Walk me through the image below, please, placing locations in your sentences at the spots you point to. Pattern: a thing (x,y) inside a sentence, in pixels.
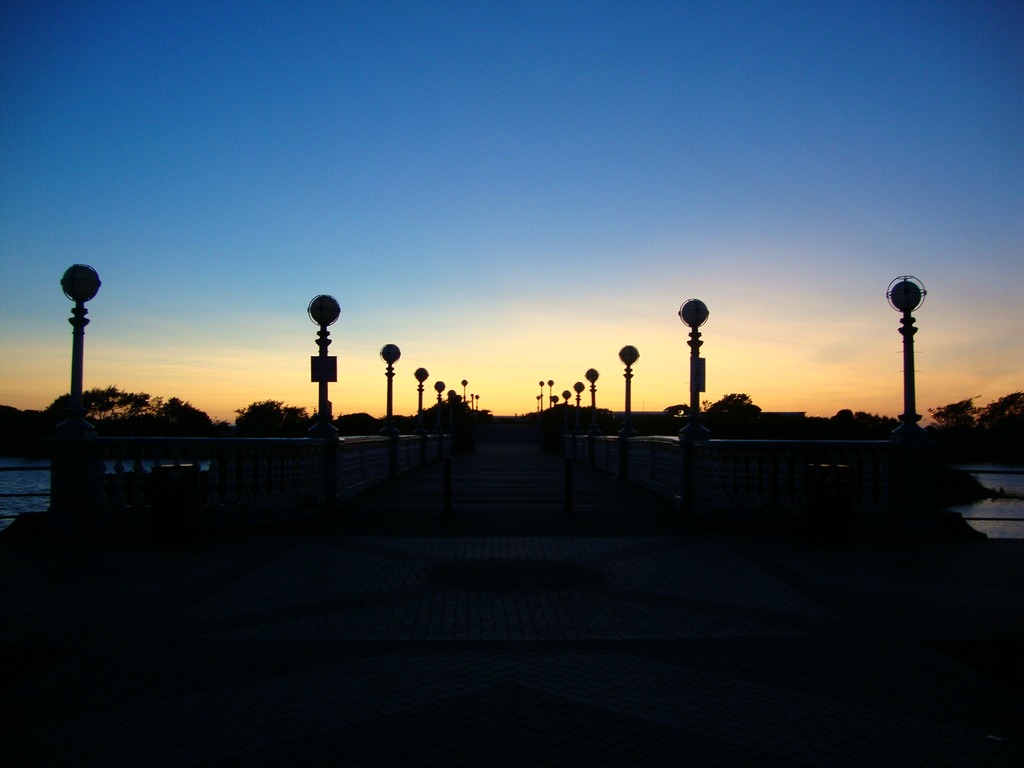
At the bottom (388,657) the image is dark. In the background (432,405) there are poles (75,422), trees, water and clouds (520,355) in the sky (455,231).
